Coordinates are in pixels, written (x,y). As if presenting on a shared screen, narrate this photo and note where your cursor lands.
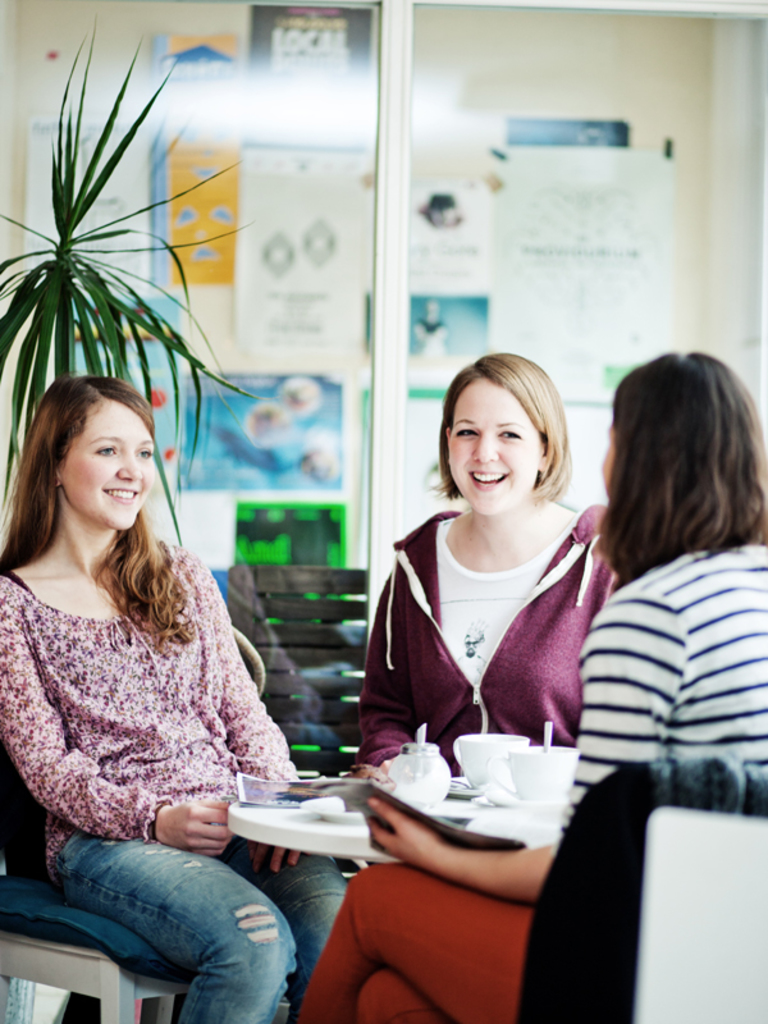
In this image there are three persons (97,458) sitting on the chairs (665,839), and on table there are cups (491,777), saucers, spoons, tea pot (425,749), paper (319,799) and at the background (470,59) there are posters (539,122) stick to the wall (9,376), plant (9,376).
